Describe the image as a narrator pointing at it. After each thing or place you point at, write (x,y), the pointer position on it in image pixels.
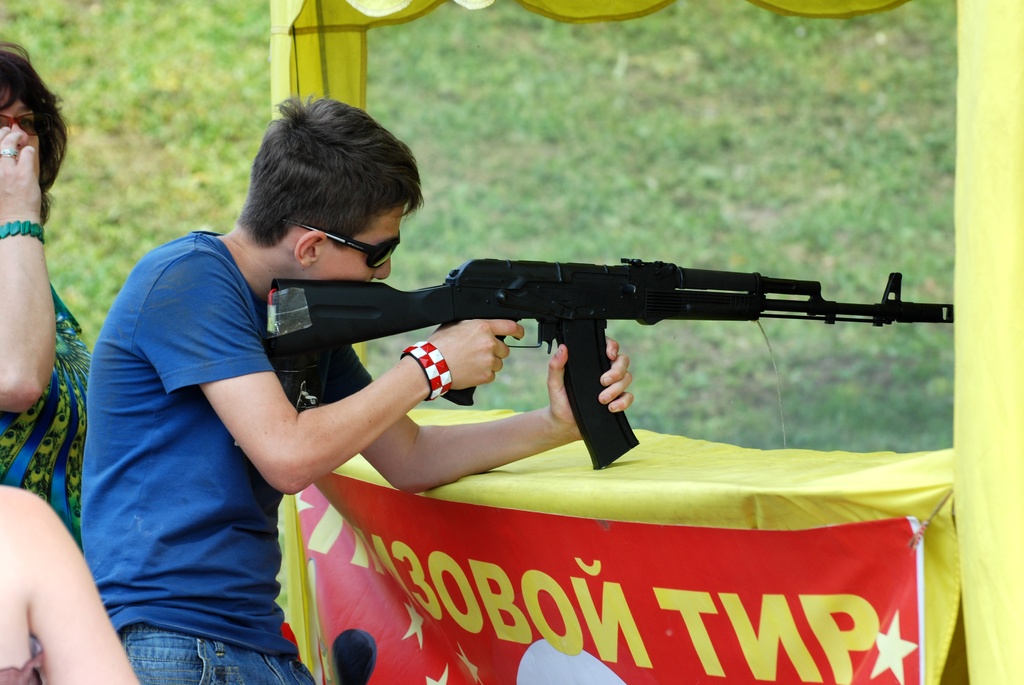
Here we can see a man (340,387) holding gun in his hands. On the left (19,333) there are two persons (61,316). In the background (69,303) there is a banner (768,539) and grass (456,246).
